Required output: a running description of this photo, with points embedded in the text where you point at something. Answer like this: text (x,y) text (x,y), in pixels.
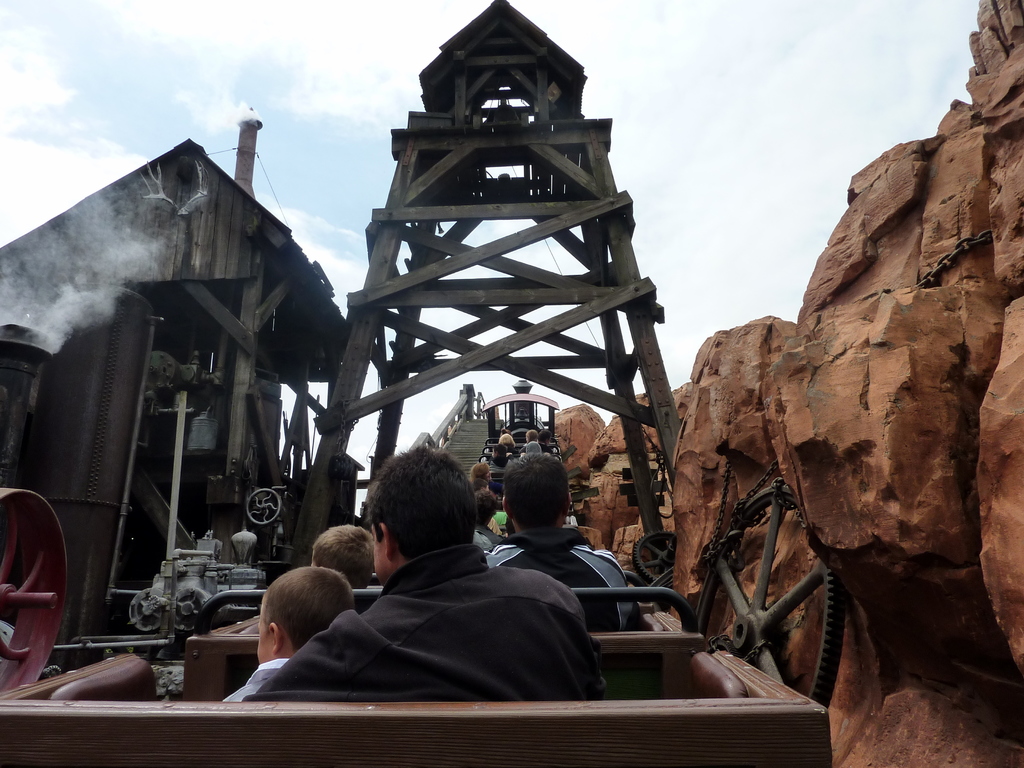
In this image we can see one train (658,685), some people (473,617) sitting in the train (281,710), one machine (71,633) under the roof (198,252), one object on the wheel (31,615), some big rocks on the right side of the image (981,121), one wooden tower (495,349), some smoke (154,259), one chain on the rock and at the top (730,60) there is the sky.
